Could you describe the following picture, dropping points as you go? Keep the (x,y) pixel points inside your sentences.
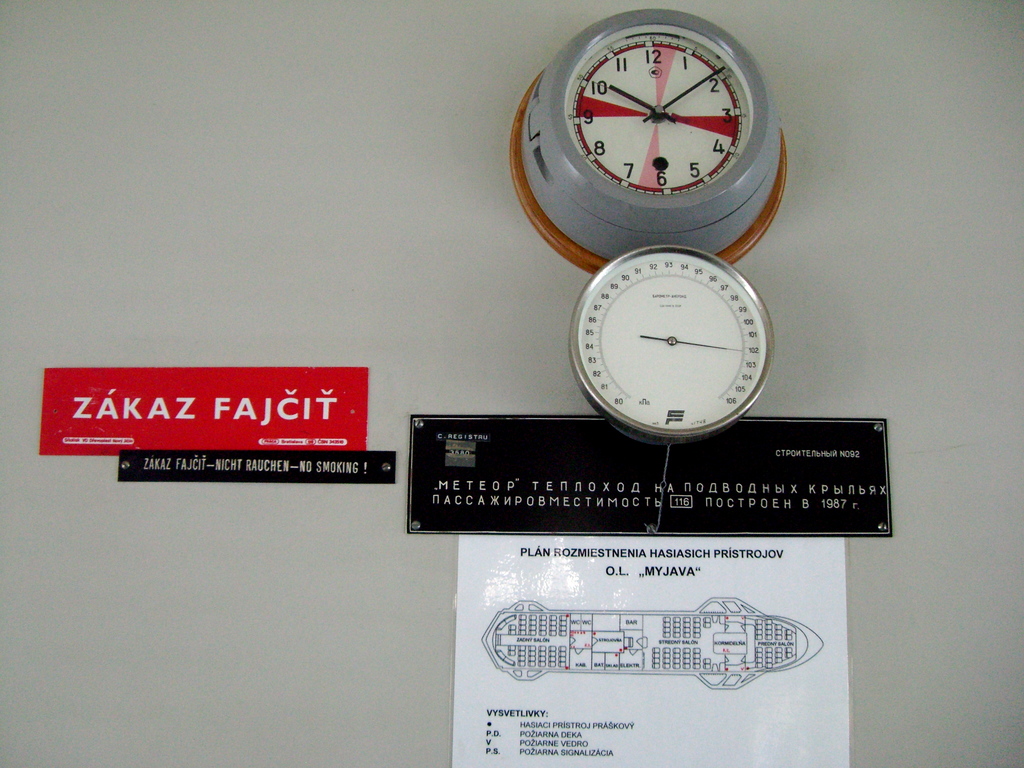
In this image we can see the wall clock (688,214), meter readings (665,325) and few boards (569,506) on the wall (254,557).
